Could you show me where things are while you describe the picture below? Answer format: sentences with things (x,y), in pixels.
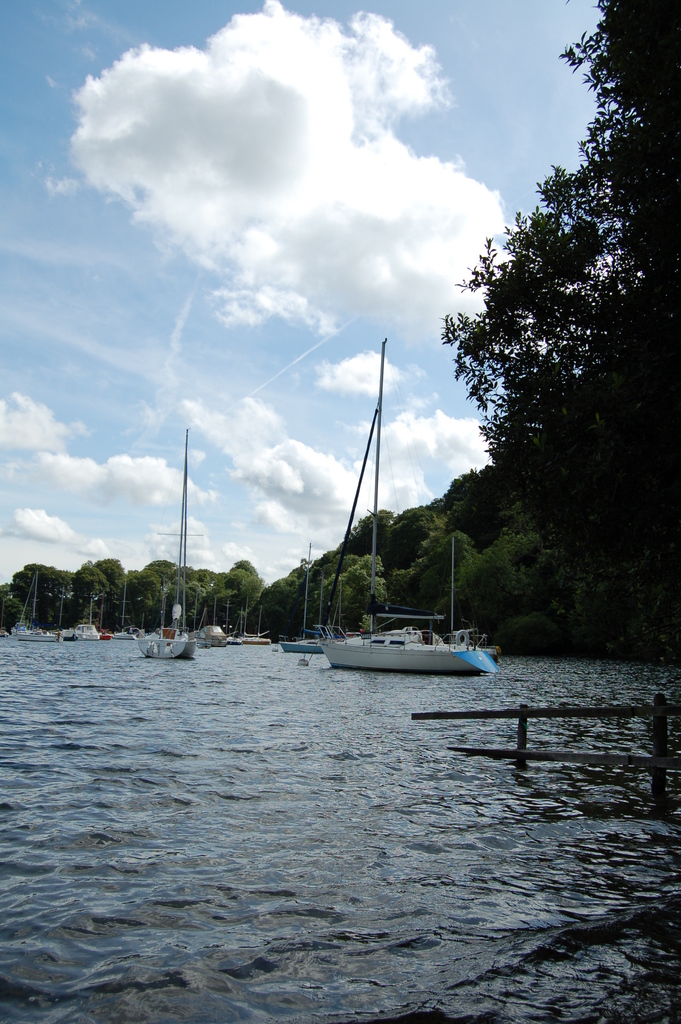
In this image there is the sky (210,222) towards the top of the image (230,216), there are clouds (246,297) in the sky (274,219), there are trees (461,579), there are boats (330,611), there is water (219,834) towards the bottom of the image (38,746), there is a wooden object (550,757) towards the right of the image (613,713).
